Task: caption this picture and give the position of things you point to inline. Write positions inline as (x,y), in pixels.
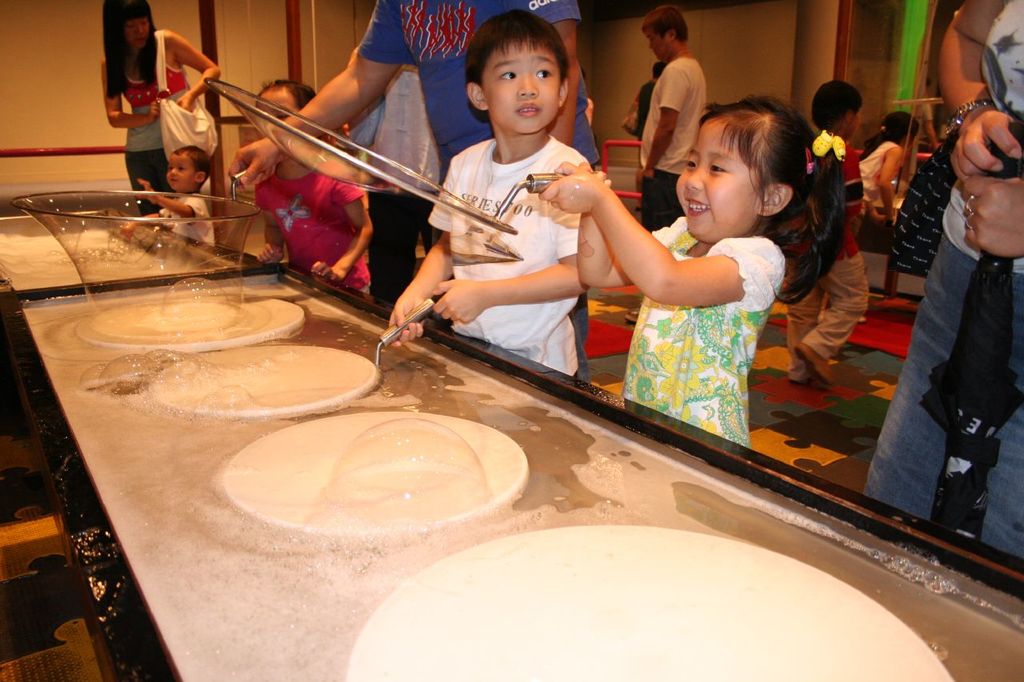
In this image I can see number of persons (734,329) are standing and holding few objects (331,145) in their hands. I can see a table (538,475) in front of them and on the table (619,495) I can see few white colored objects (420,494) and some liquid (210,436). In the background (251,41) I can see the cream and brown colored wall (329,23).
